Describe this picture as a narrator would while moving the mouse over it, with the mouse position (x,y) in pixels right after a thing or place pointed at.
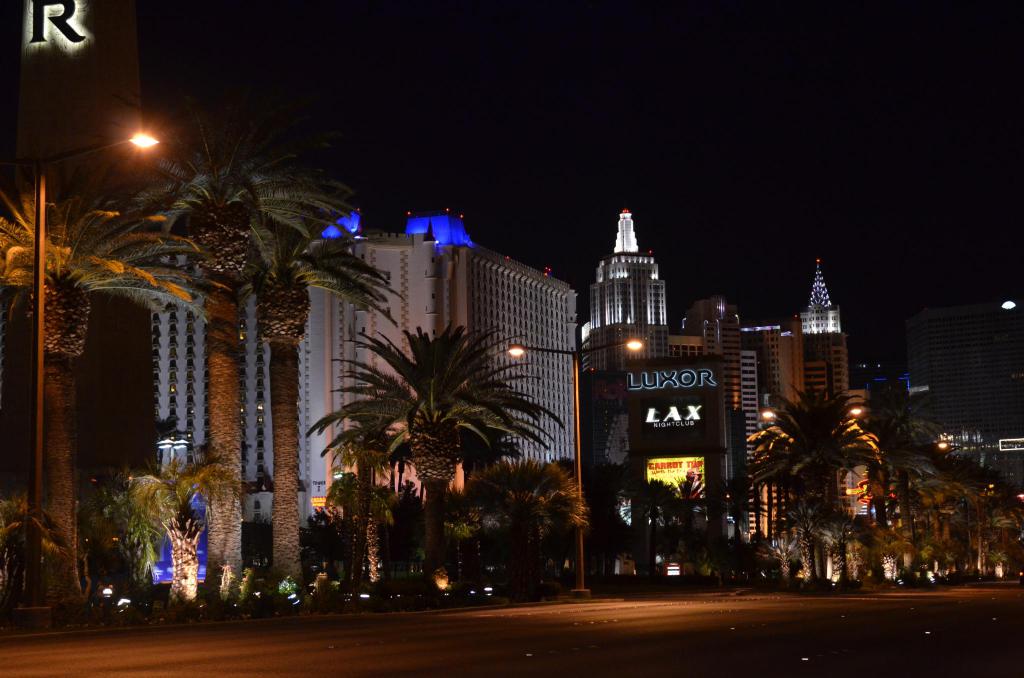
In this picture I can see buildings (808,356), poles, lights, trees (523,542), and there is dark background (483,95).
